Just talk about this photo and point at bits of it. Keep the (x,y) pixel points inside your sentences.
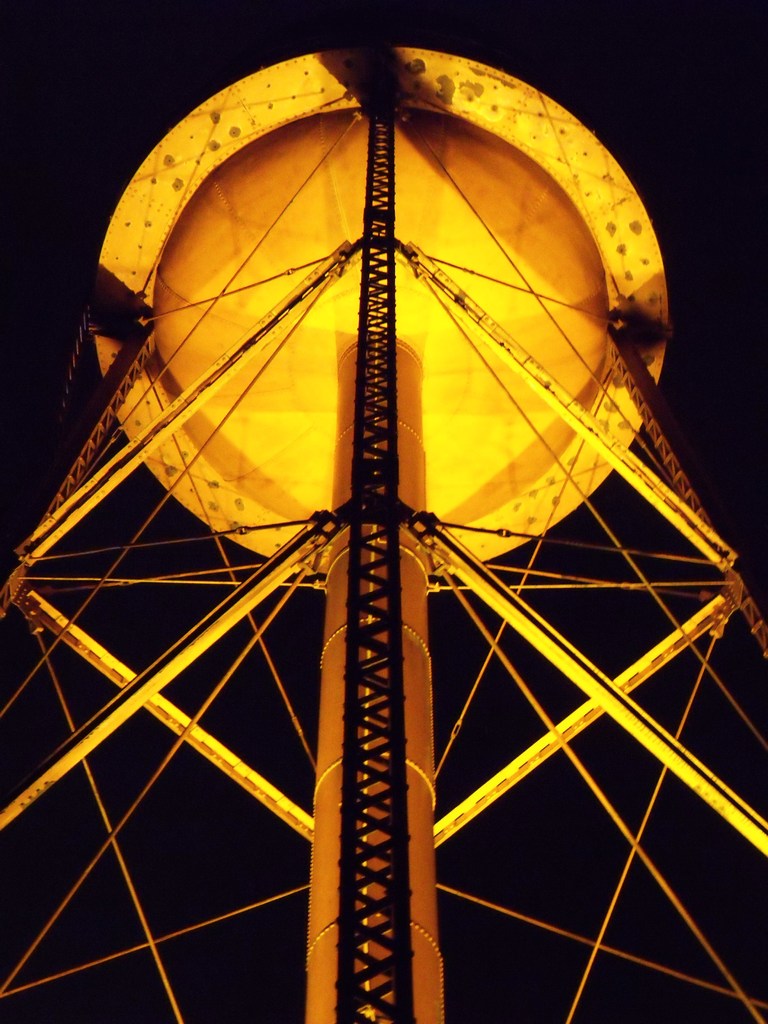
In this picture we can see a tower (390,515) here, there are some metal rods (384,730) here.
